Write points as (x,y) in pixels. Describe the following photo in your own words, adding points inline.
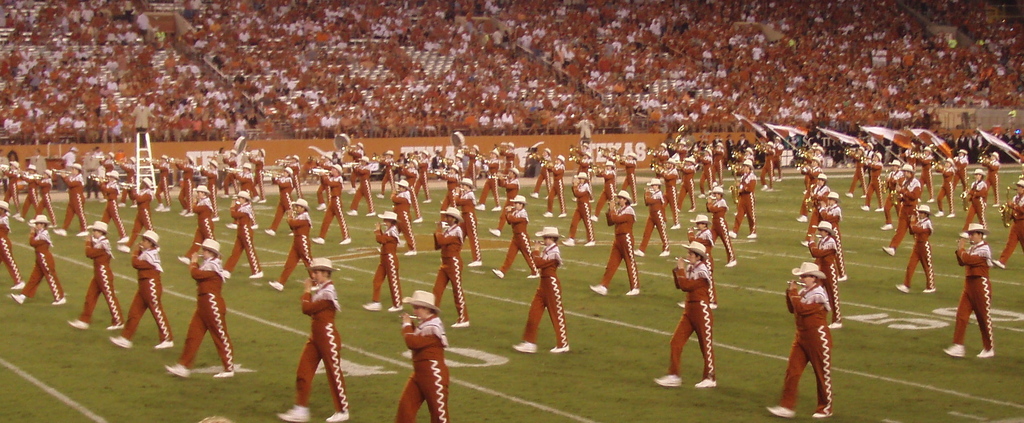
In this image I can see people (828,258) standing in a ground (856,258), wearing same dress (834,209) and white hats (813,228). They are holding some object (138,187) in their hands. A person (145,128) is standing on the ladder (144,164). People (510,100) are sitting at the back (240,134).
